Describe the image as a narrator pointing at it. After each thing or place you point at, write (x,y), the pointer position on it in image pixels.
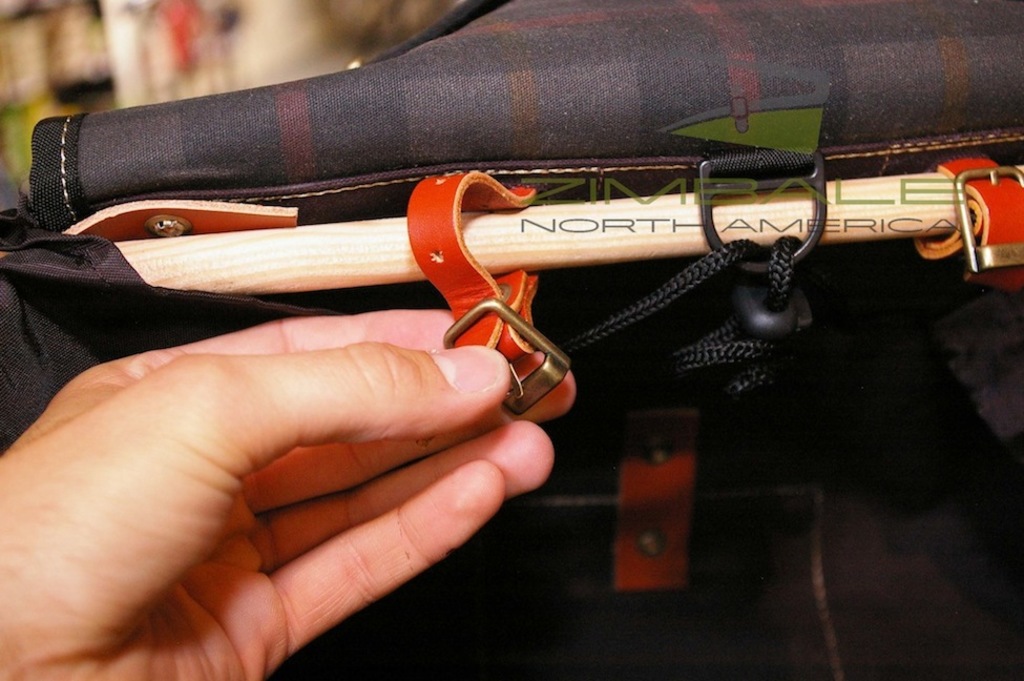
In this image we can see a person's hand (446,415) and an object (664,411) looks like a bag (715,338) and a white color object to the bag (764,315).
